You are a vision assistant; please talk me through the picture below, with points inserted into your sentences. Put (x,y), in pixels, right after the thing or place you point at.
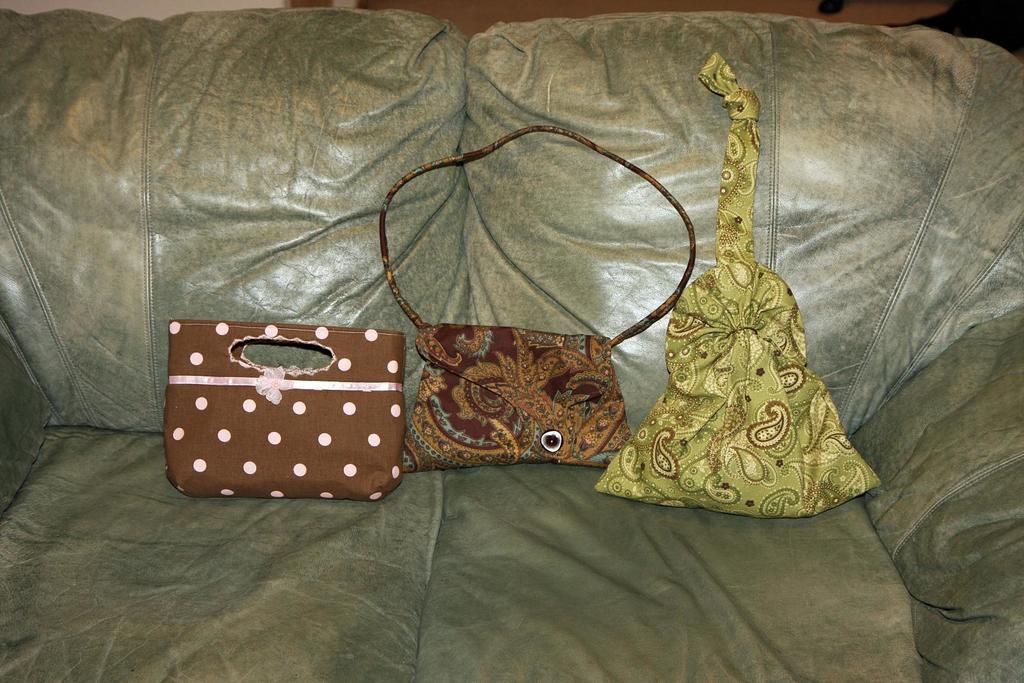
On a couch (621,134) there are 3 bags (739,426).
